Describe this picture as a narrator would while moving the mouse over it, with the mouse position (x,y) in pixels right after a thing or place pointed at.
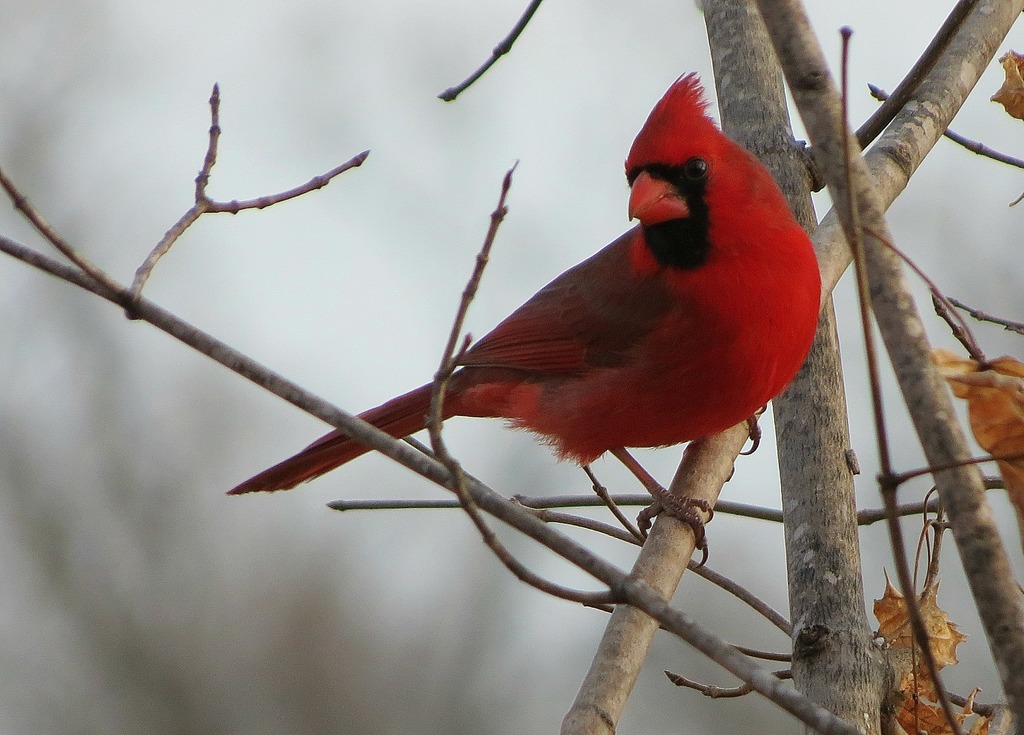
In the foreground of this image (662,344), there is a red color bird (681,366) on the branch (615,721) of a tree (794,552). In the background (220,535) image is blurred.
